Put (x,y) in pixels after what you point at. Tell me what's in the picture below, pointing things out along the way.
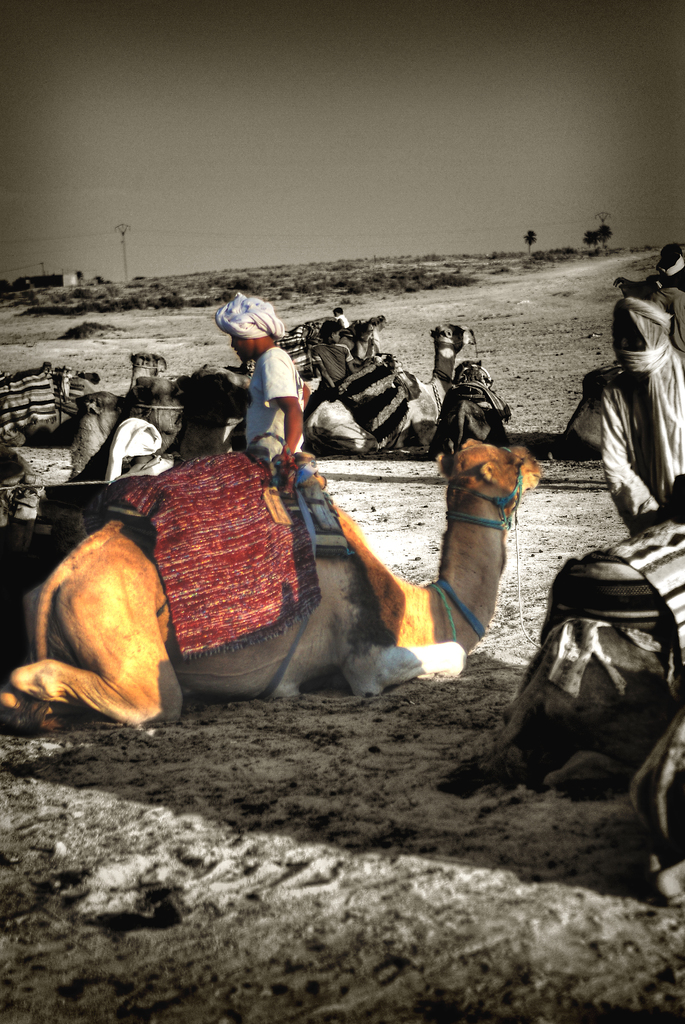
In this picture there are camels (348,567) sitting on the sand (425,830). There is a person (241,312) standing behind the camel (199,670). At the back (585,238) there are trees (598,240) and poles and there is a building (43,284). At the top (313,88) there is sky (397,109). At the bottom (345,760) there is sand (348,807).
